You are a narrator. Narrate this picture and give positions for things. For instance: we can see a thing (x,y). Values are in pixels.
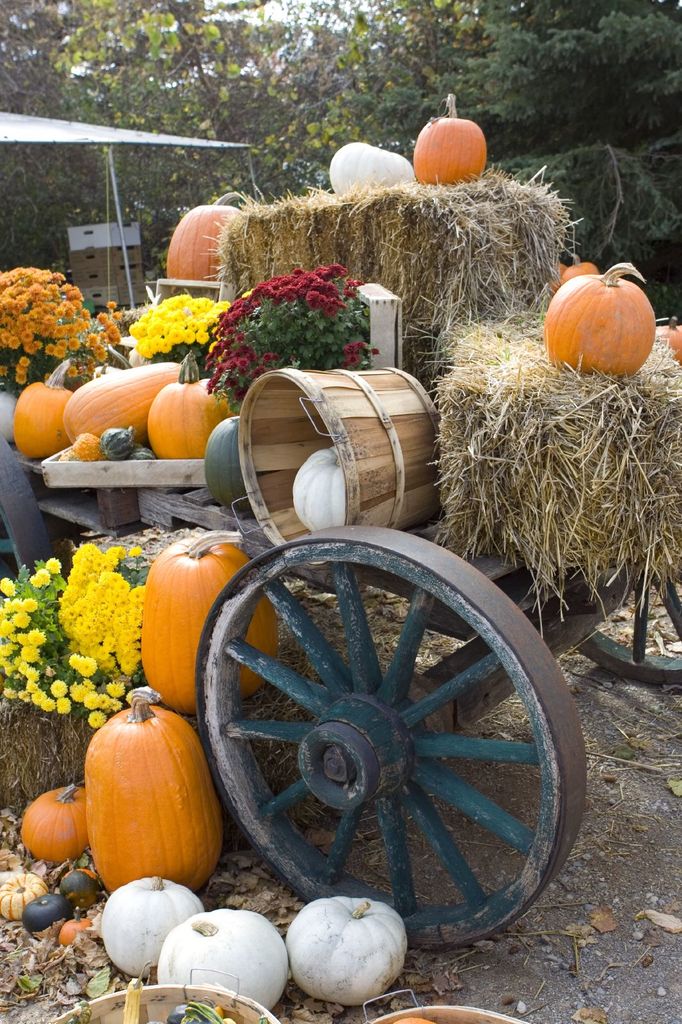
In this image, we can see a moving cart (419,569) contains some pumpkins (101,447), flower plants (219,357), tubs (323,429) and grass (439,453). There are some trees (303,82) at the top of the image (156,72). There is a tent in the top left of the image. There are some other pumpkins (181,898) and flower plants (91,643) on the ground (126,980).
